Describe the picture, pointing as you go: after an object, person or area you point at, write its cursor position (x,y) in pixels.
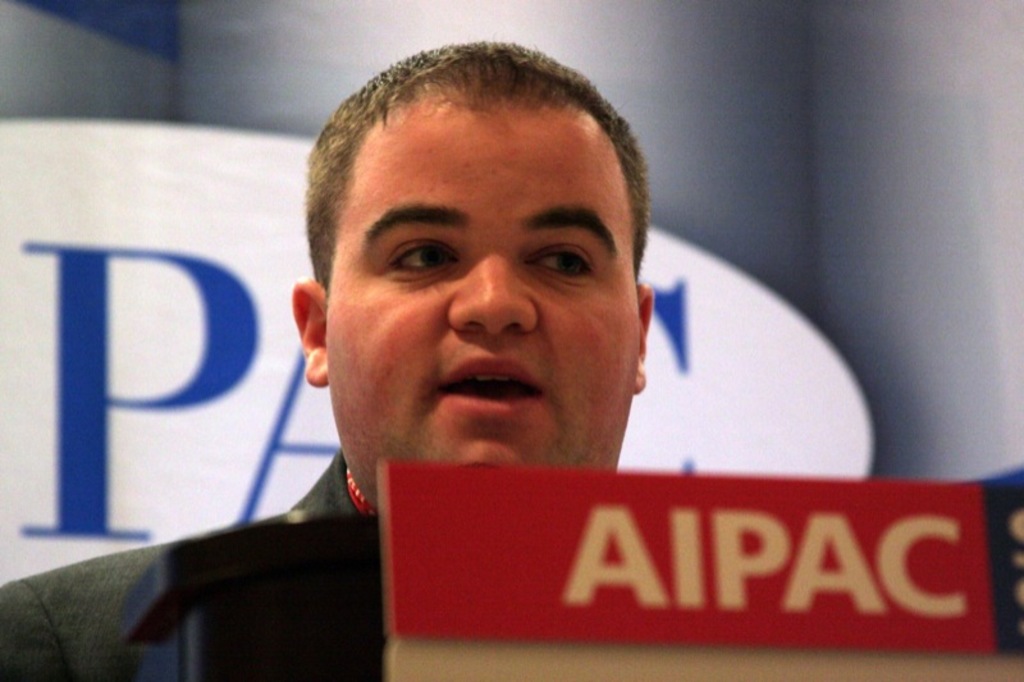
In the center of the image (486,331) we can see a man (491,269), before him there is a podium (240,616). In the background (682,210) there is a board (262,316).
